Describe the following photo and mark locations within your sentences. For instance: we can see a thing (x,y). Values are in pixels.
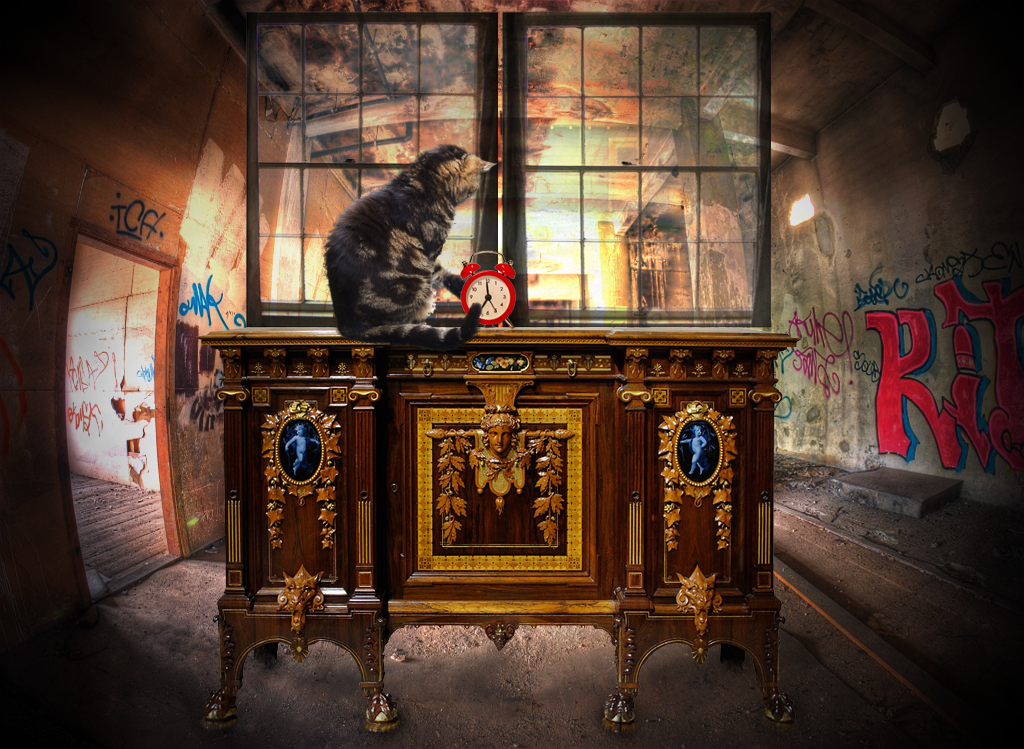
In this image we can see a cat (453,275) and a clock (491,311) on the table (532,442) which is on the surface (545,664). We can also see the graffiti (140,221) on the walls (197,220). Image also consists of windows (674,124). We can also see the entrance (126,500) to access to another room (100,493). Ceiling (591,9) is also visible in this image. We can see the wooden stick (832,618) on the right (855,631) which is on the surface (885,643).
